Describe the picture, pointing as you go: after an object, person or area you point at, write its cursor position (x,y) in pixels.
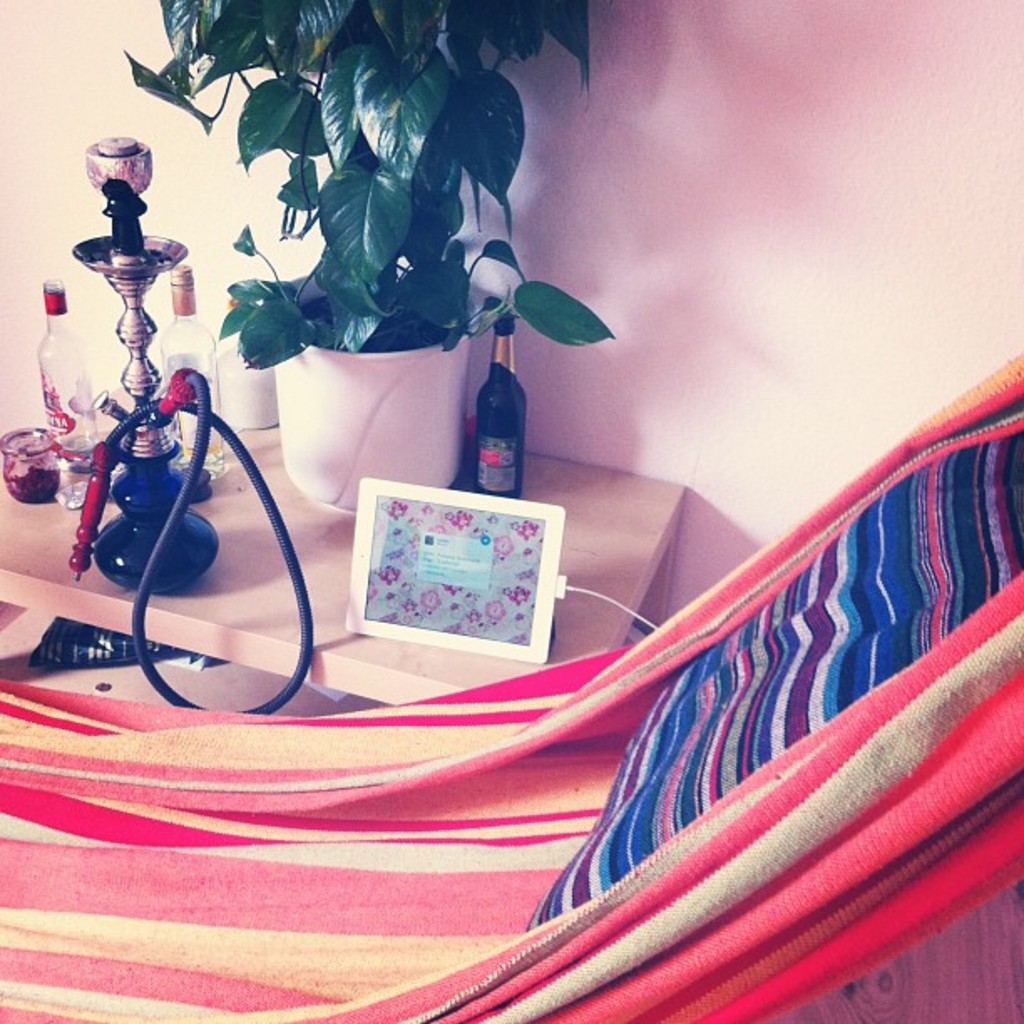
There is a table (224,502) on which a hukka pot (128,553), vodka bottle (61,387) and plant (372,84) were placed along with a i pad (409,563). There is a hammock (380,829) here. In the background (718,264) there is a wall (581,186).
